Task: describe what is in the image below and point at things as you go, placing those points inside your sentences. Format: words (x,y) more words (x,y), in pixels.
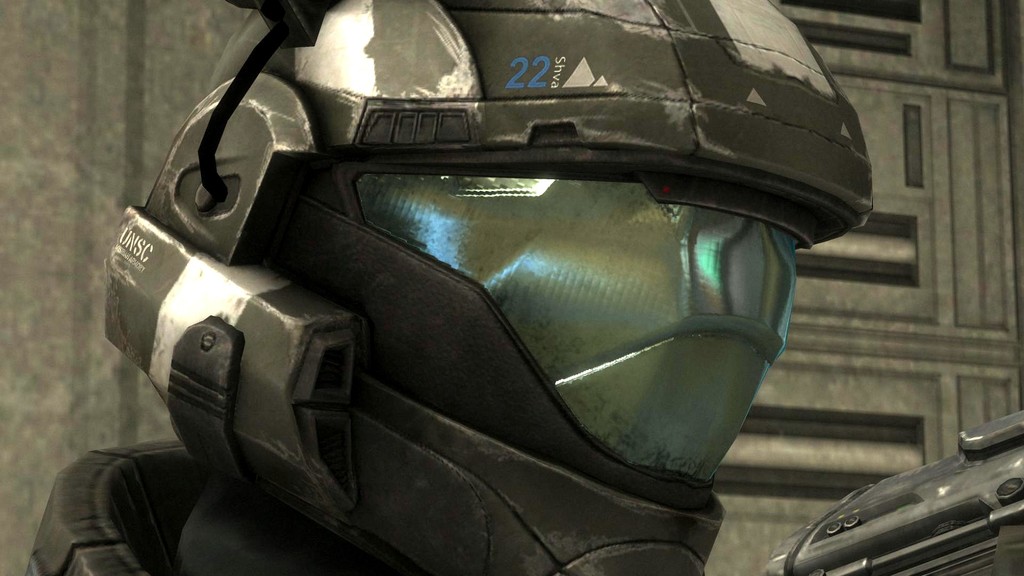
In the picture I can see a person (687,229) wearing helmet (609,292), behind there is a wall like thing (901,418).
